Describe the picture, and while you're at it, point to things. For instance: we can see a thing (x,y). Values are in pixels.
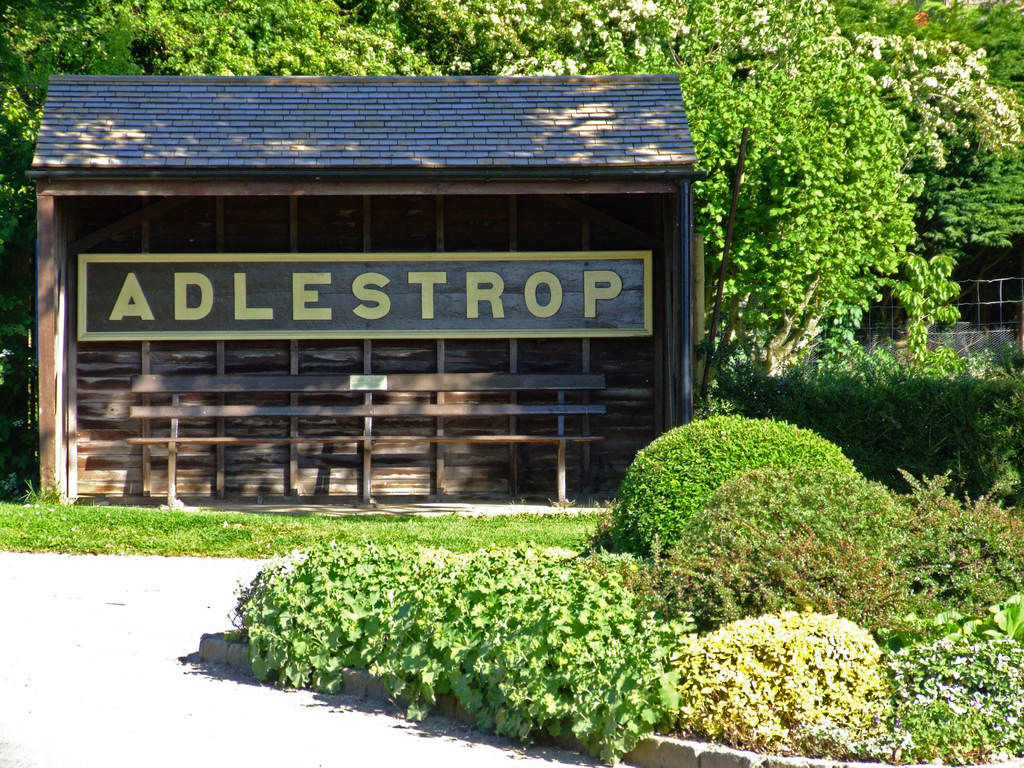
In this image there are plants (625,522), in the background (525,506) there is a shelter (617,215), behind the shelter (667,187) there are trees (798,119).
